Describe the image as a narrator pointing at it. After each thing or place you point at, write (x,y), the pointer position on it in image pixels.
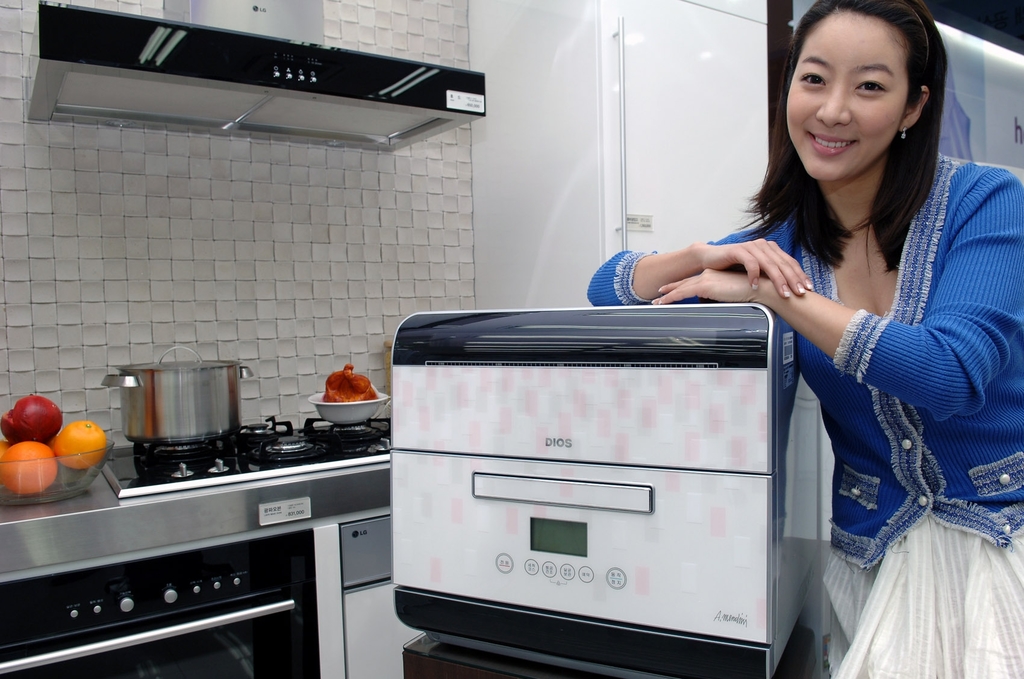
In this there is a women (923,411) standing near a dishwasher (648,605), beside that there is a stove (299,472), near the stove (140,455) there is a bowl (52,459), in that bowl (33,493) there are fruits (40,447) and there is a chimney (484,75).
